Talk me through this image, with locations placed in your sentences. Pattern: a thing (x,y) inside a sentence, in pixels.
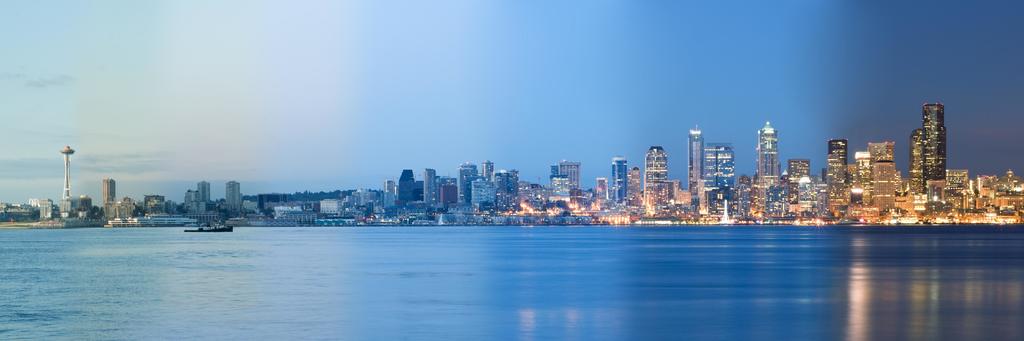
In this image there is a boat (200,229) sailing on the surface of the water (354,301). Background (90,206) there are buildings (239,203) and trees (99,215). Left side there is a tower (68,169). Top of the image (569,62) there is sky (513,95).
